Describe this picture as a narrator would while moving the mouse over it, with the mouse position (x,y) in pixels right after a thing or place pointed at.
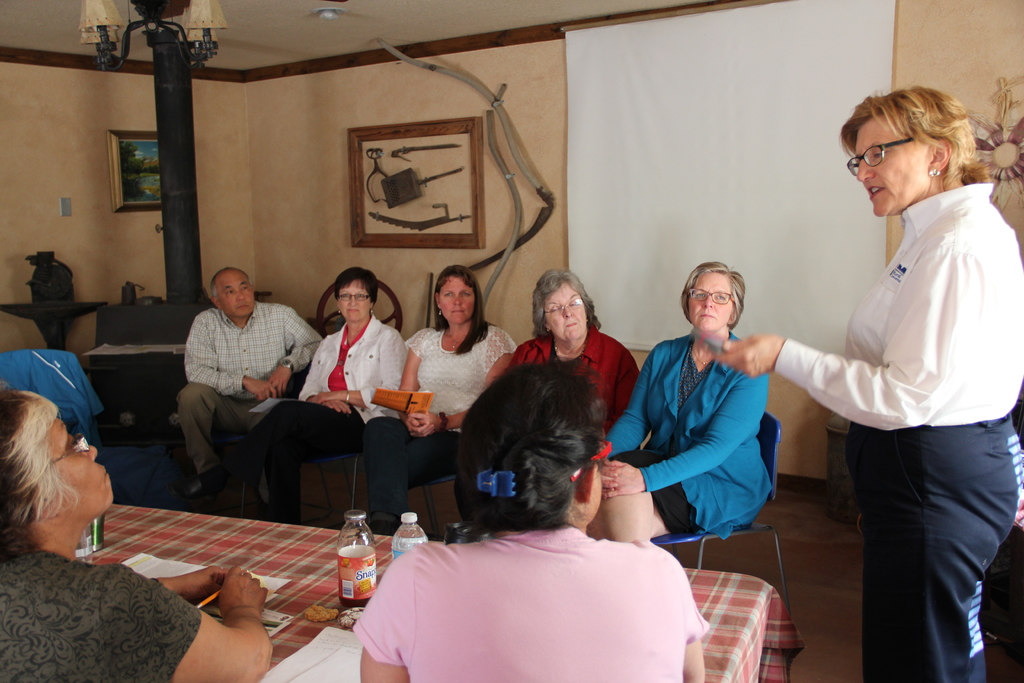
Here there are group of people (580,321) sitting on the chair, and in front (148,544) there is the table (162,546) there are bottles (350,548) and some other objects (97,521) on it, and a person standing on the floor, and here is the wall (262,172) and photo frame (384,140) on it, and here is the lamp (147,23).
